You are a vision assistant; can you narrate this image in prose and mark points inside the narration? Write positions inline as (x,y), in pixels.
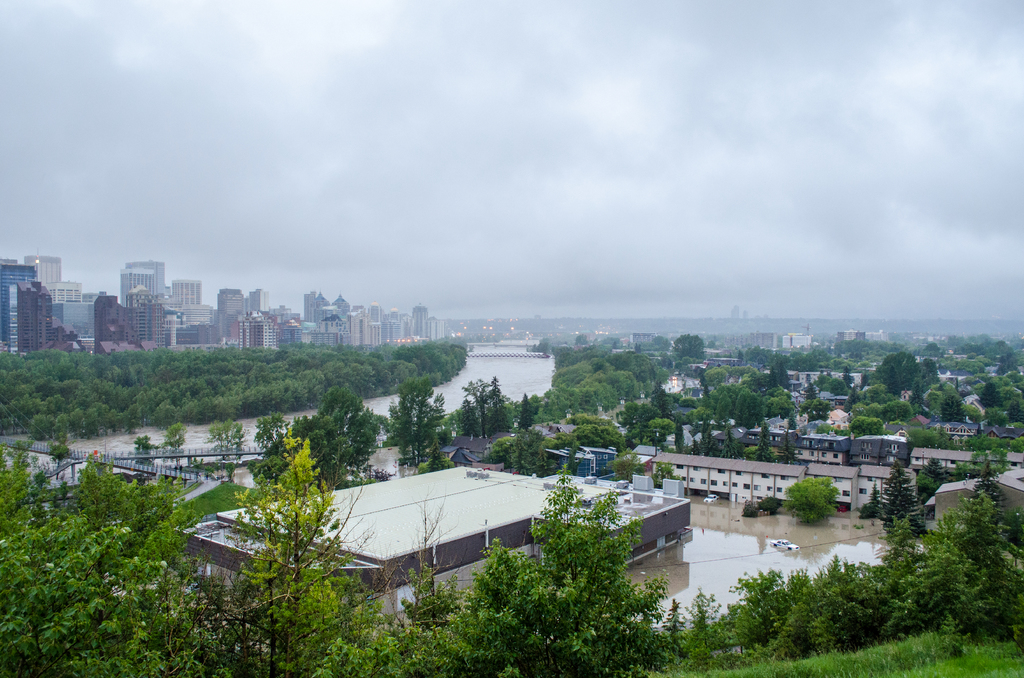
In the picture I can see trees (294,554), buildings (396,514) and the water (729,567). In the background (487,207) I can see the sky (506,198), vehicles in the water (755,572) and some other objects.
